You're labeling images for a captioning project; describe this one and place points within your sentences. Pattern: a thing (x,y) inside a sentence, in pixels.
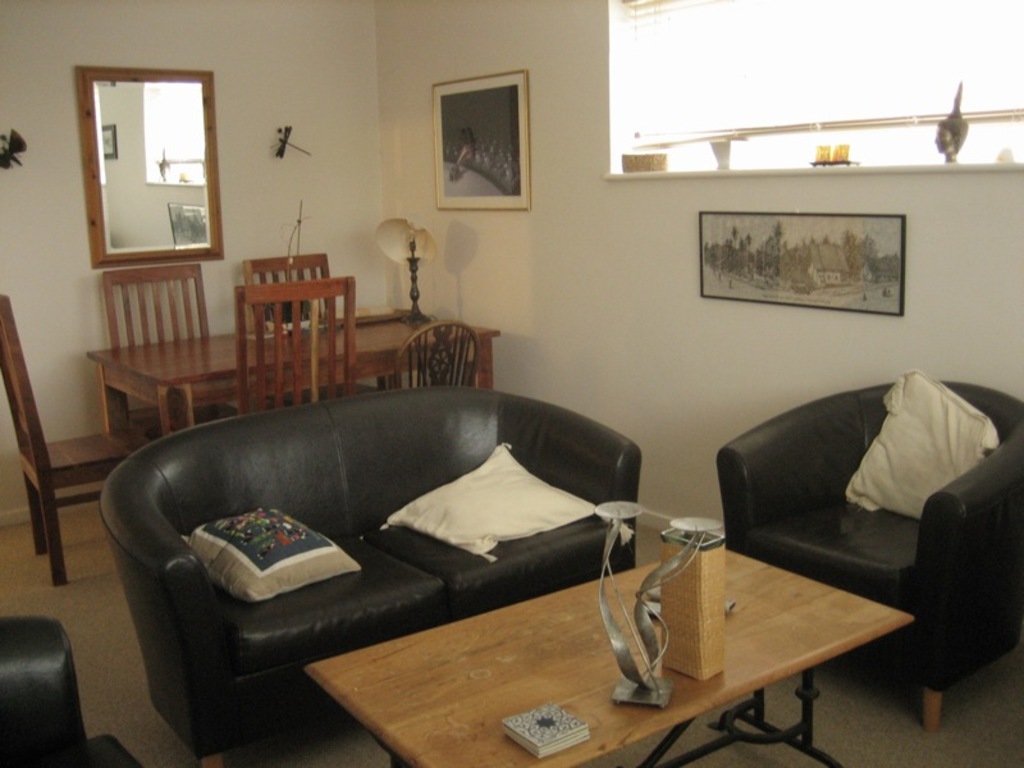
In this picture, there is a table (379,693) at the bottom (464,630) on which box (720,637) and sculpture (652,681) is kept. Next to that, there are three sofas (358,635) on which cushions (483,511) are kept which are white in color. In the right side of the image (915,45), we can see a window (910,88) on which sculpture (949,137) is kept. Below that there is a wall painting (888,305). In the middle of the image (383,358), there is a table (484,355) across chairs (349,277) are kept. And on that table (376,345) the lamp (409,261) is kept. In the background (113,143) there is a mirror (213,152). The image is taken inside the room (644,321).
